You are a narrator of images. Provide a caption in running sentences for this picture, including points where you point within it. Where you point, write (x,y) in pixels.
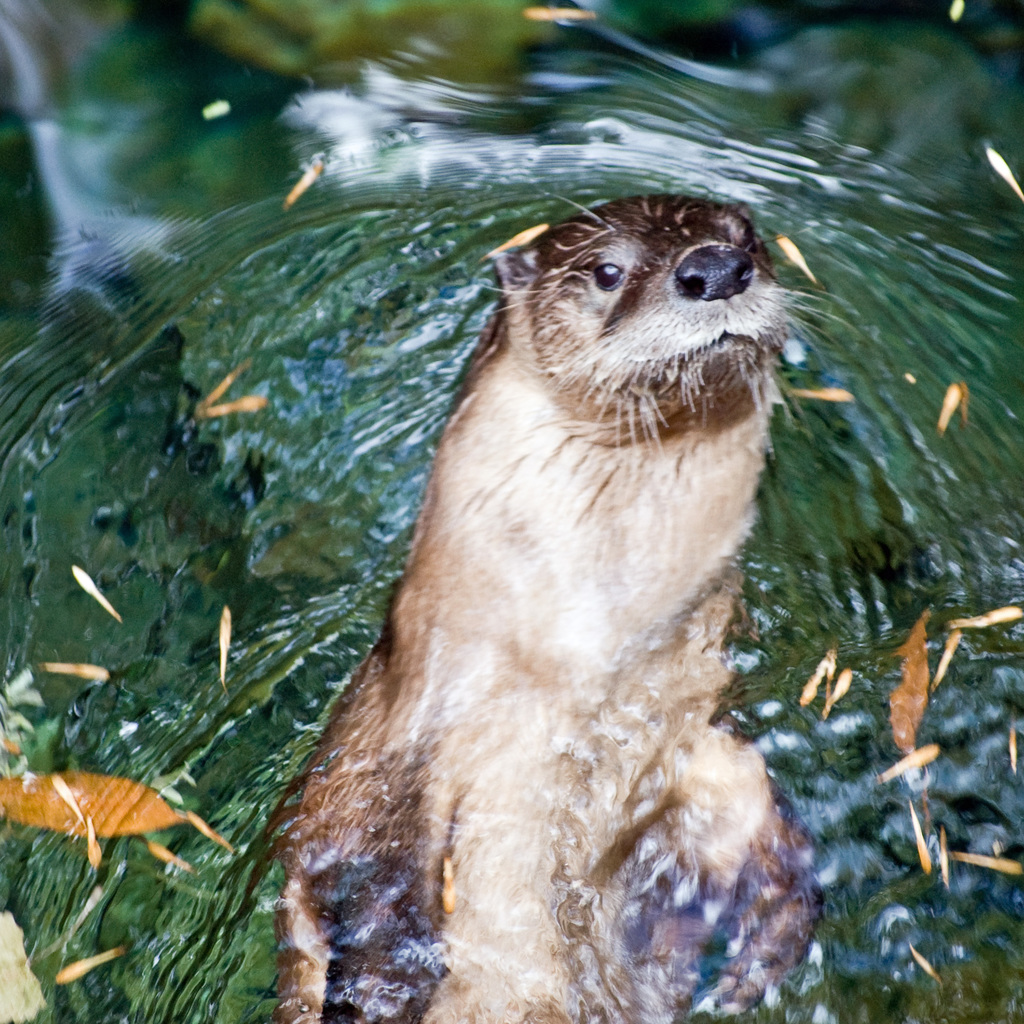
In this picture we can see an animal (424,675) in the water (349,600) and some objects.
